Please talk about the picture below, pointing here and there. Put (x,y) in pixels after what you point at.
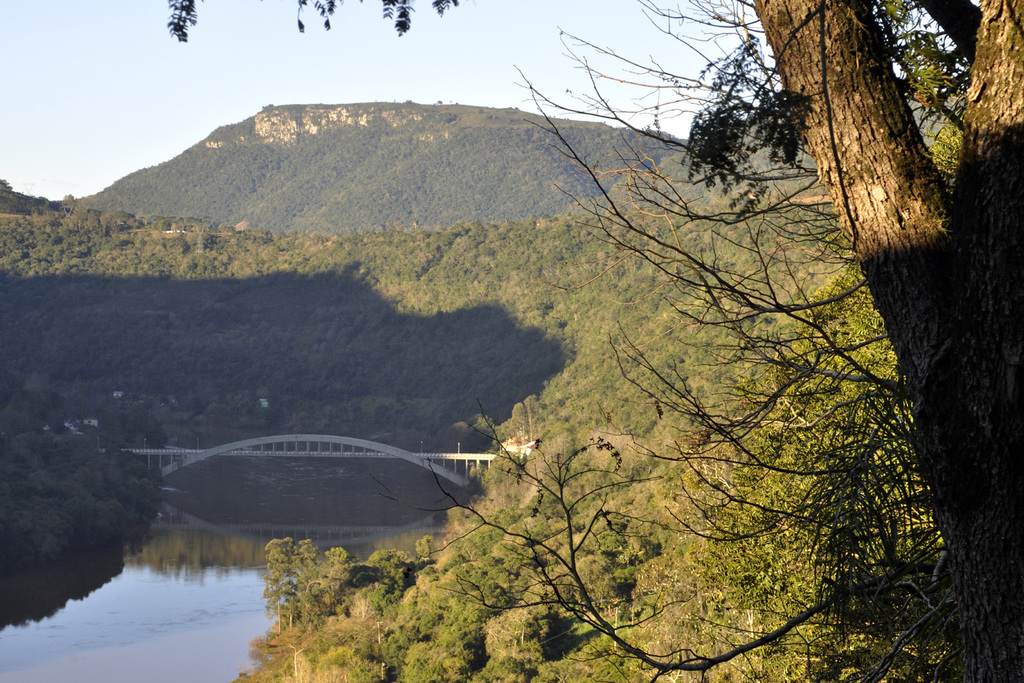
In this image we can see the hills (362,259), trees (470,557), bridge (355,457), water (296,521) and also the sky (214,60).
